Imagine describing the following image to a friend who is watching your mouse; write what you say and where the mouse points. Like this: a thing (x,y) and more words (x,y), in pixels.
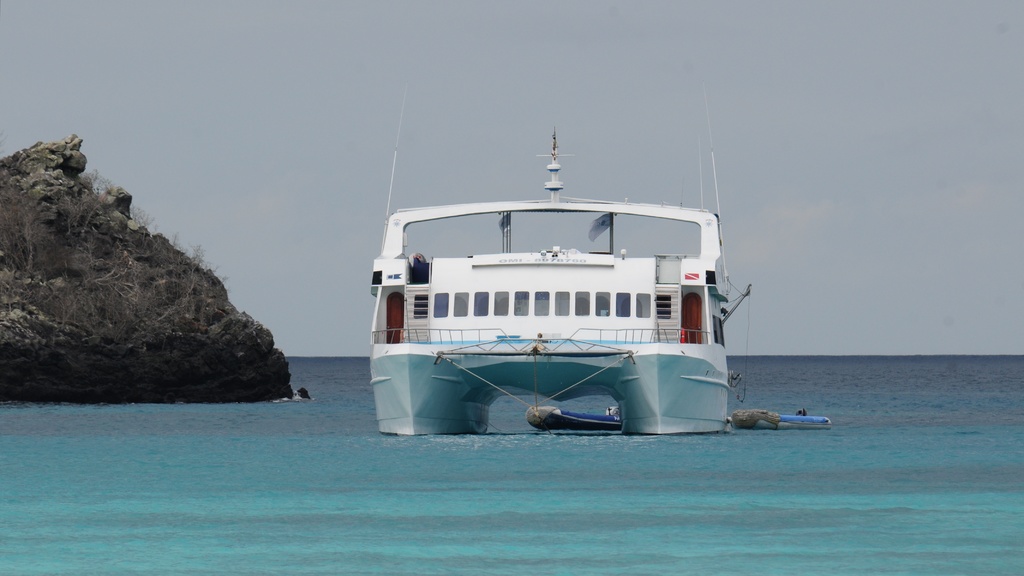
In this picture I can see a ship (500,330) in the water (437,462) and I can see couple of raft boats (603,415) and I can see a rock (127,261) and few small plants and I can see cloudy sky (583,165).
